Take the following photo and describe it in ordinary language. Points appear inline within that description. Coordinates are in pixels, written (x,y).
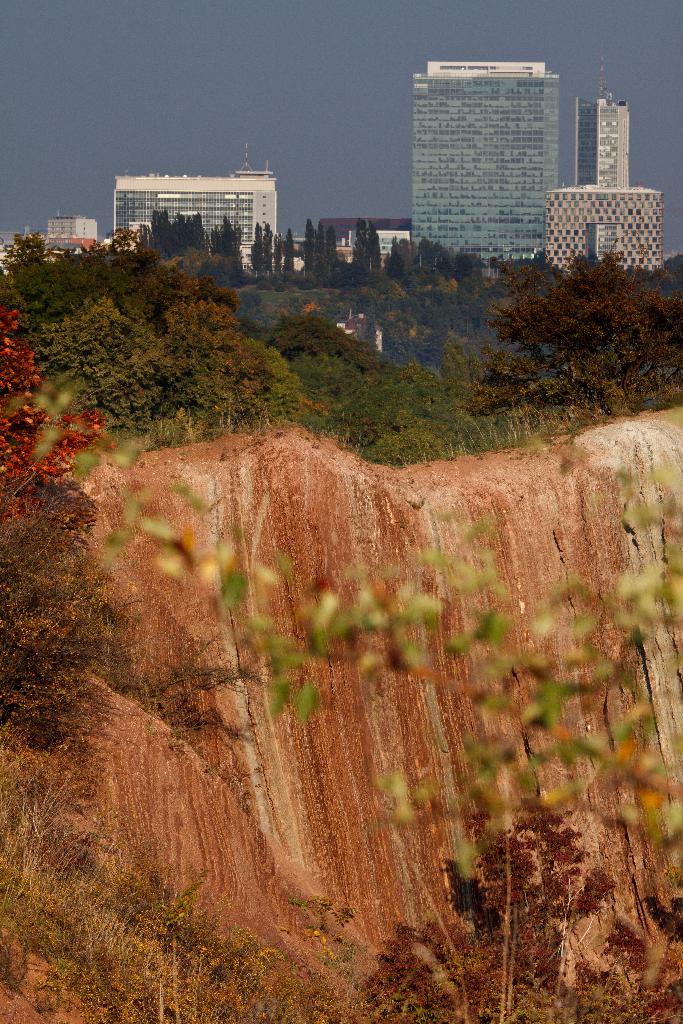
In this picture we can see few trees (362,244), rocks (146,545) and buildings (349,238).
